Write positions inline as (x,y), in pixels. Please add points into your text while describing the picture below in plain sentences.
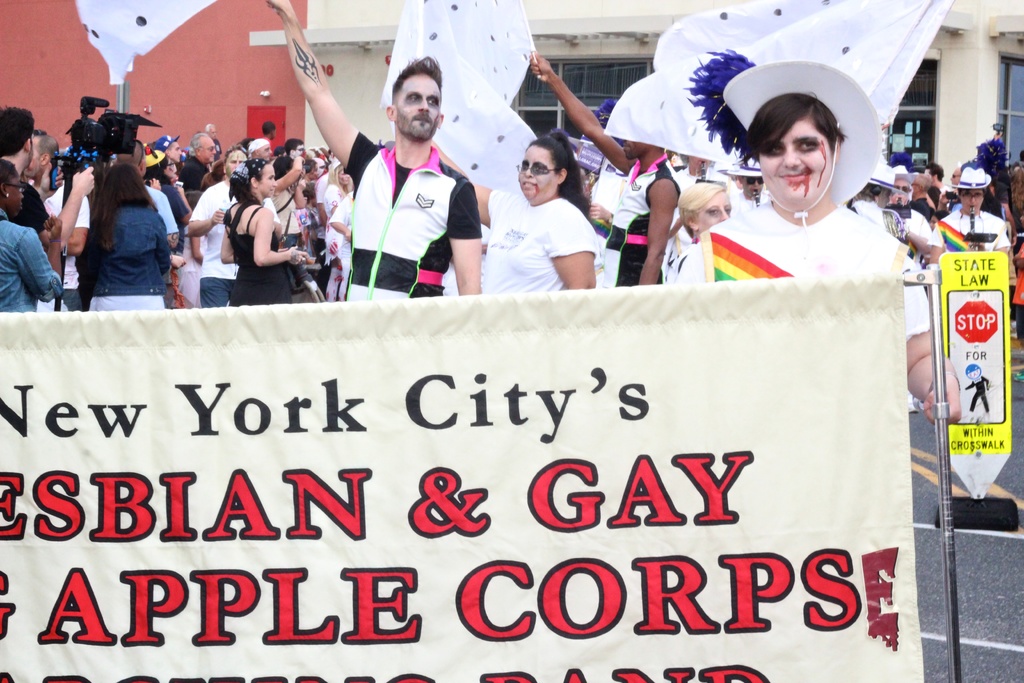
In this image there are group of people (532,166) some of them are holding flags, and some of them are wearing some costumes (850,94) and make up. At the bottom (150,494) there is one placard (526,380), on the placard (364,471) there is some text (58,477) and pole (941,273) and also there are some boards (978,441). On the boards (978,480) there is text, and on the right side of the image (924,432) there is walkway (915,449) and in the background (977,53) there are some buildings (947,28).
